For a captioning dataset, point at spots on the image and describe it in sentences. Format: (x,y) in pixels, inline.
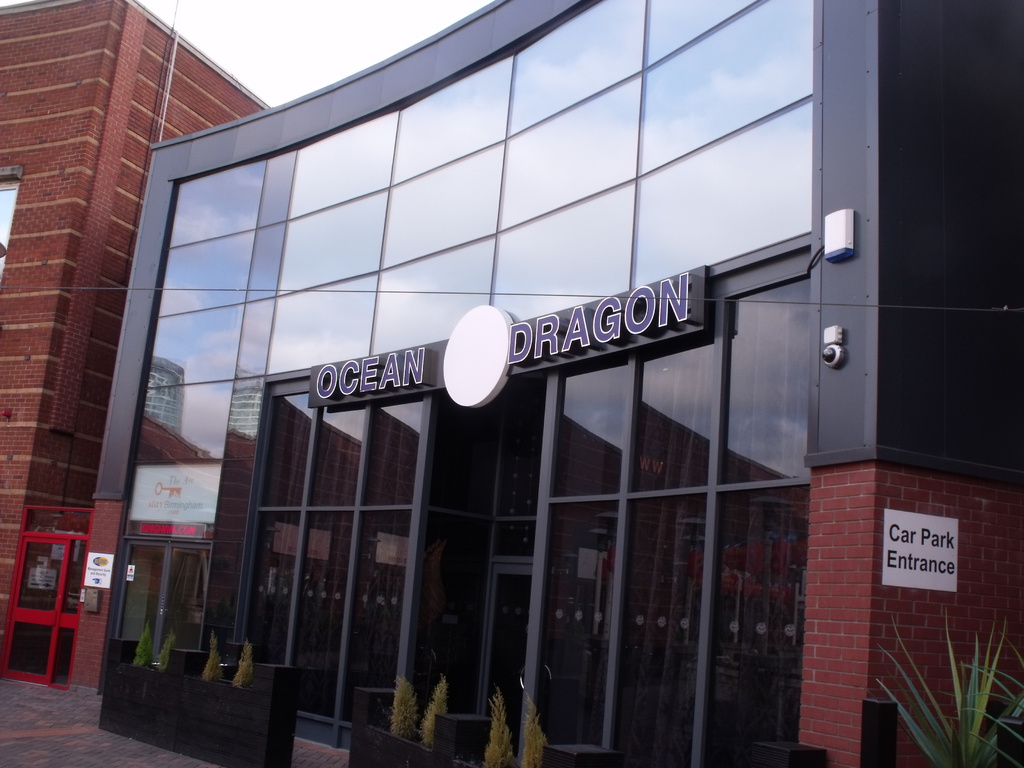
In this image, we can see buildings (181,602), glass objects (181,602), brick walls (906,593), doors (41,544) and poster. Here we can see some text (340,373) on the building (673,333). At the bottom (531,725), we can see plants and walkway (301,747). Top of the image (301,45), we can see the sky (317,32). On the glass objects (669,233), we can see some reflections (151,564).
